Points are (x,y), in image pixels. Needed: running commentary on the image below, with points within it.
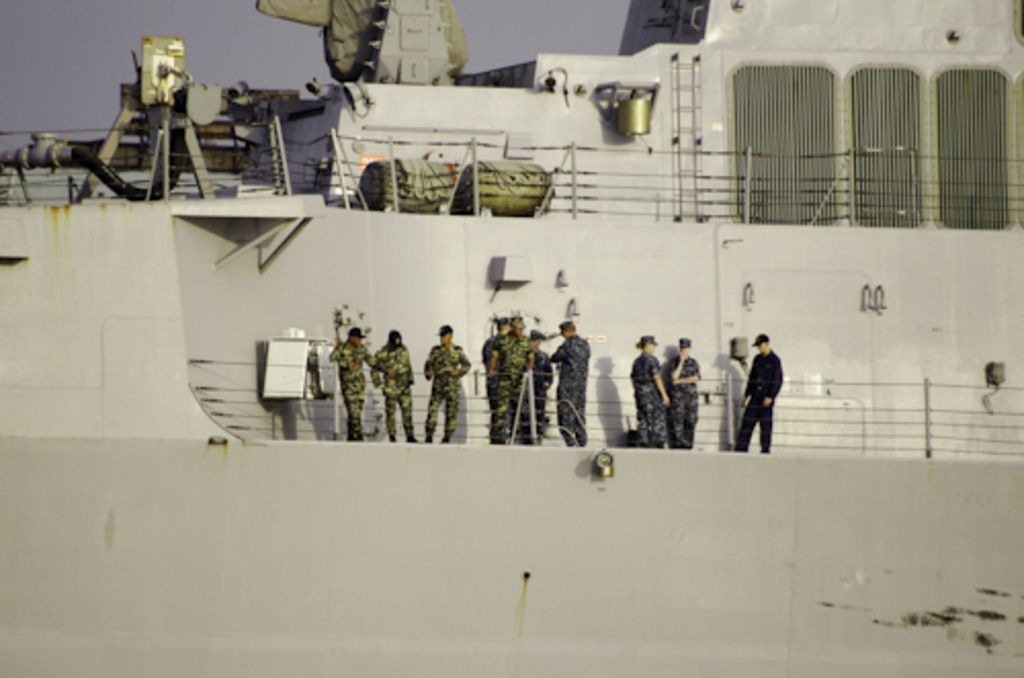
In the image there is a grey ship (670,346). In the middle of the ship (621,347) there are few people (681,368) standing. Above the ship (778,173) there are railing (429,145), pipes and few other items (517,178) in it.
